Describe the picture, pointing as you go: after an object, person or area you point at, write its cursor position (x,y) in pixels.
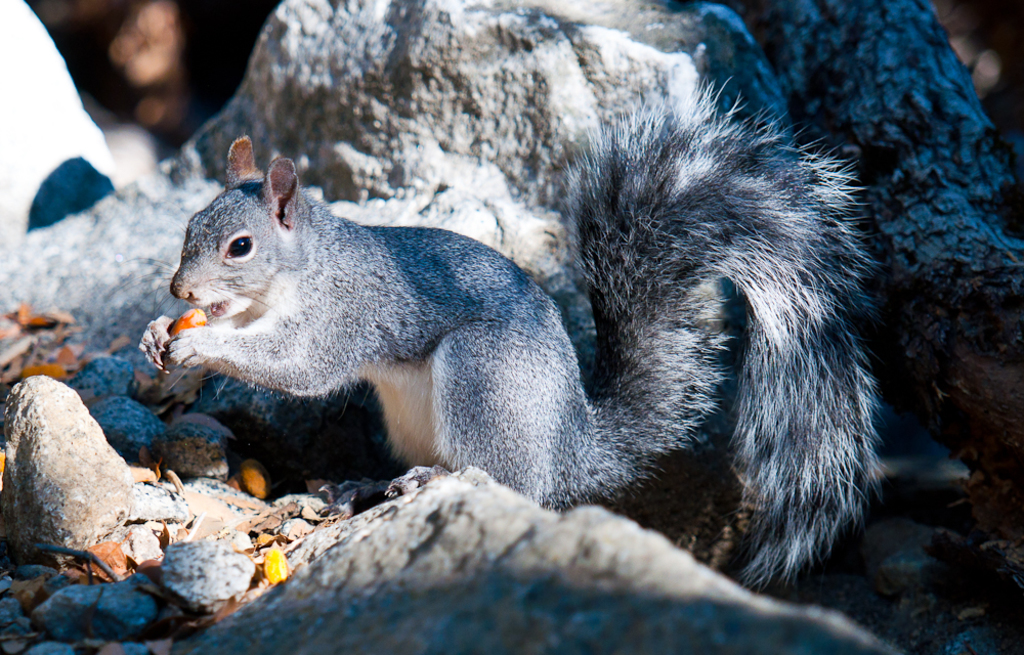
In this image, in the middle (521,386), we can see squirrel (300,365) holding a food item (181,322) in its hand (193,335). In the background (349,180), we can see some rocks (493,177). At the bottom (244,628), we can also see some stones (394,577).
